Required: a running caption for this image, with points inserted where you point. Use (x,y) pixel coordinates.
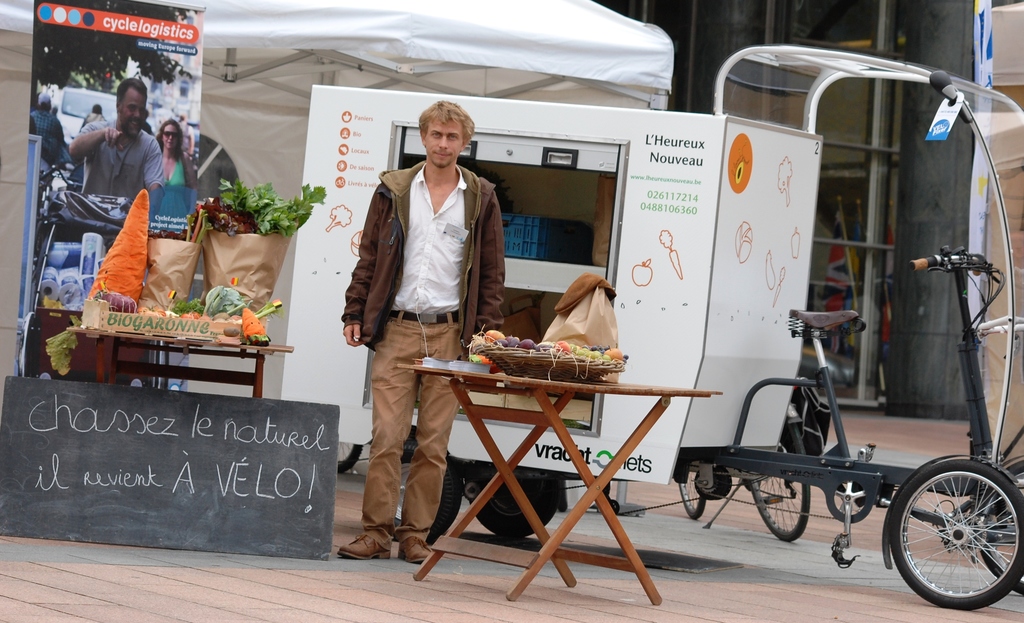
In this image i can see a man (425,352) is standing on the ground (437,575) in front of a table (561,437). On the table (540,418) we have few objects (532,347) on it. I can also see a vehicle (726,252) behind this man (491,279).
